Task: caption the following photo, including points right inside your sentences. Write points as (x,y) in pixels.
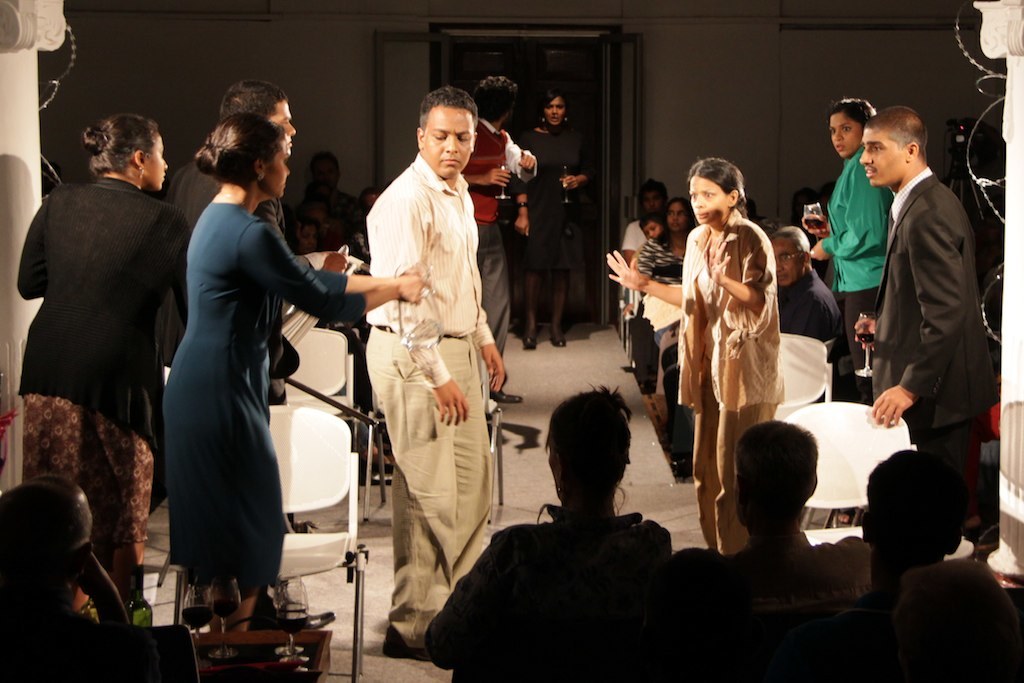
In this image we can see some people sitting on the chairs (288,417). A woman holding a glass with her hands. Some people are holding glasses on the right side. On the left side (70,643) we can see a person (125,645) sitting on the chair (164,657). We can also see some glasses (210,655) and a bottle (140,603) on the table (232,640).
